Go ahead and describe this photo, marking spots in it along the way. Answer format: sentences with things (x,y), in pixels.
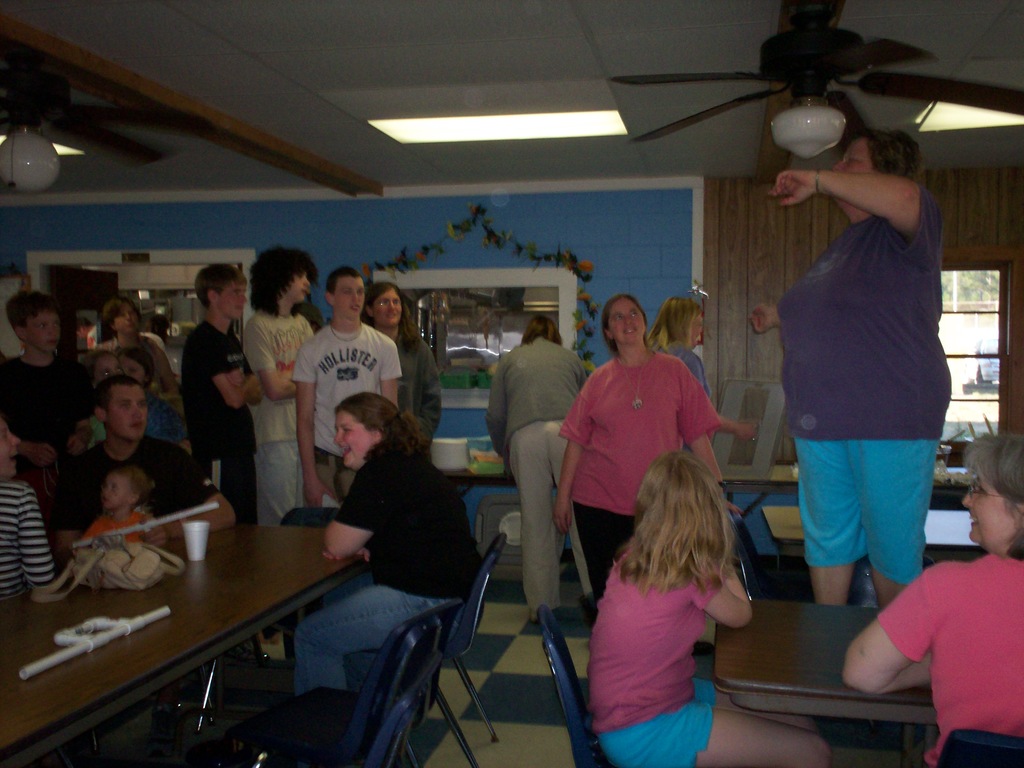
In this image I can see people (530,506) where few are sitting on chairs (571,672) and rest all are standing. I can also see few tables (727,631) and on this table (193,585) I can see a bag (159,577) and a glass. Here I can see a fan (649,83) and few lights (1,137).
